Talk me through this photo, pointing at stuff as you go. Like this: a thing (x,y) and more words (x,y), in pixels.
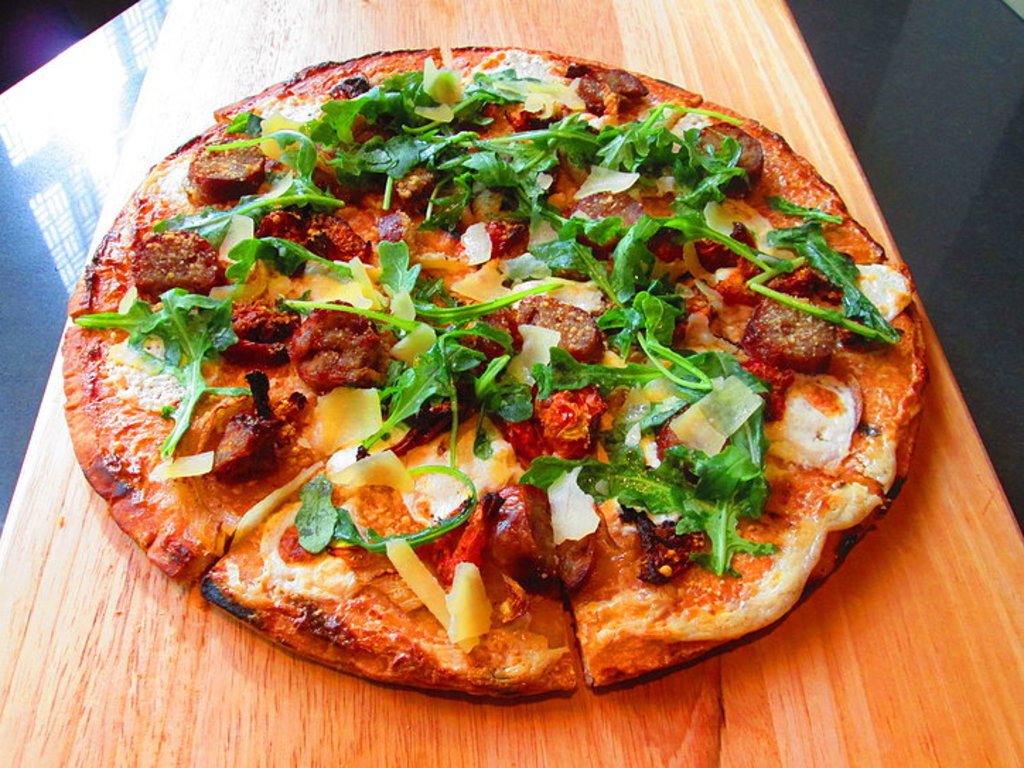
In this image there is a wooden plank (99,562) having a pizza (332,578) which is topped with some leaves (482,424) and food (384,477) on it. Wooden plank (59,426) is kept on the stone slab (82,209).
